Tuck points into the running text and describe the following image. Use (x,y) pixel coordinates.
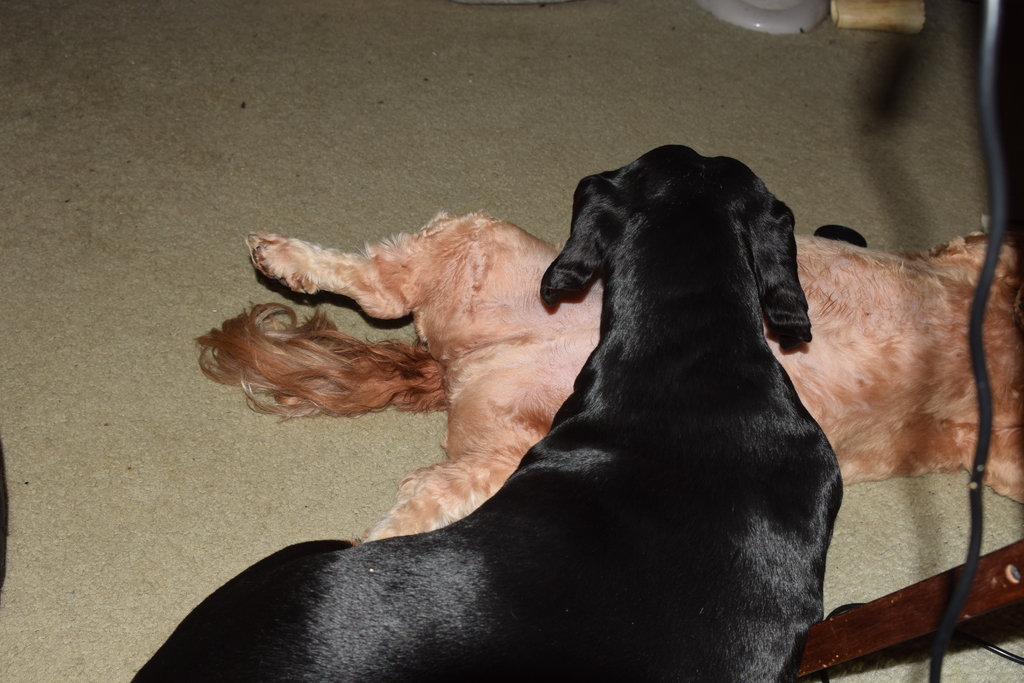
Here in this picture we can see a couple of dogs (708,384) laying on the floor (495,206) over there.
